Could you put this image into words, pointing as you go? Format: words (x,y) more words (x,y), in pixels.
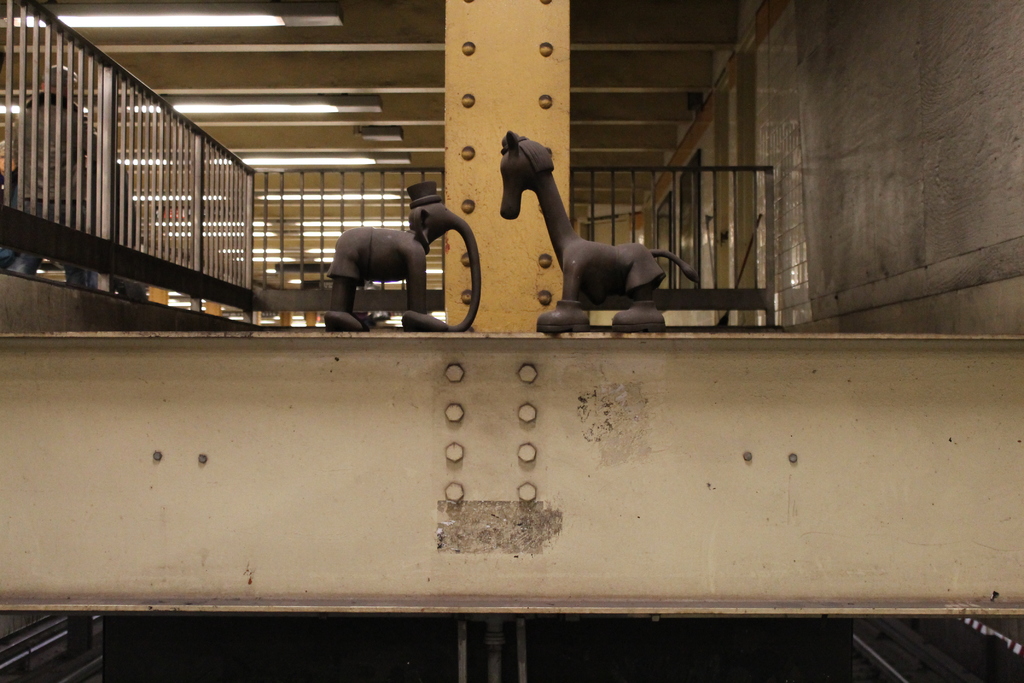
In front of the picture, we see a metal wall (576,416) in white color. In the middle (639,307), we see the toys (592,250) which looks like an elephant (412,276) and the horse (563,310). Behind that, we see a pillar (508,95). On the left side (187,184), we see the railing (7,134). On the right side (803,252), we see a grey color wall (886,227). In the background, we see a wall (599,221) and the lights (389,221). We see a wall (711,244) on which the photo frames (676,236) are placed. At the top (415,128), we see the lights (230,99) and the ceiling (406,112) of the room (431,137).
